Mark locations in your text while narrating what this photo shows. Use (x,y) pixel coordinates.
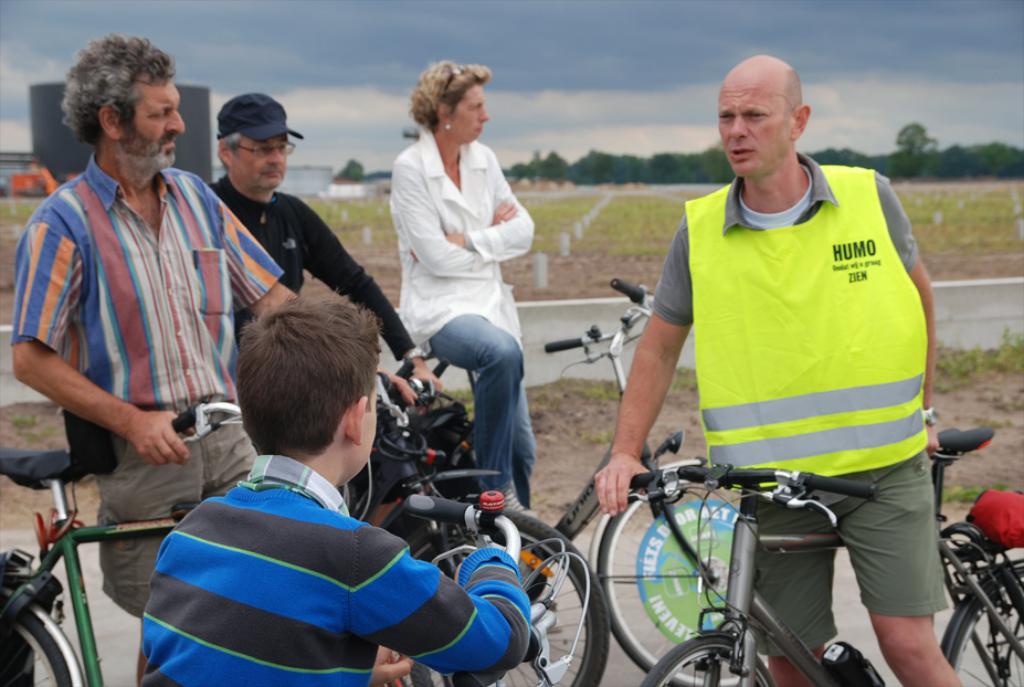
Here there are group of people (251,227) standing with bicycles (422,387) in their hand (408,396) and the sky (558,95) is cloudy.
